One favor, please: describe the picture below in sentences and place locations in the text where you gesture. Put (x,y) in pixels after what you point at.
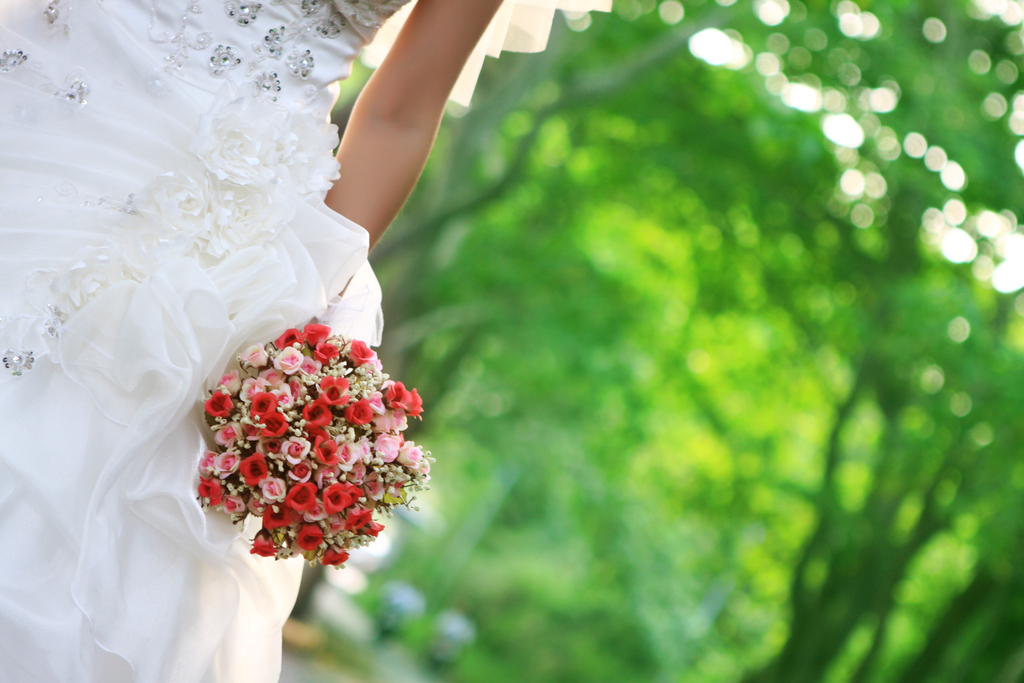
In this image there is a woman (117,181) wearing a white dress (250,249) is holding a bouquet (296,419) in her hand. Background (925,365) there are few trees (906,368). In the bouquet (331,519) there are two different colors of flowers (303,466) are there.
